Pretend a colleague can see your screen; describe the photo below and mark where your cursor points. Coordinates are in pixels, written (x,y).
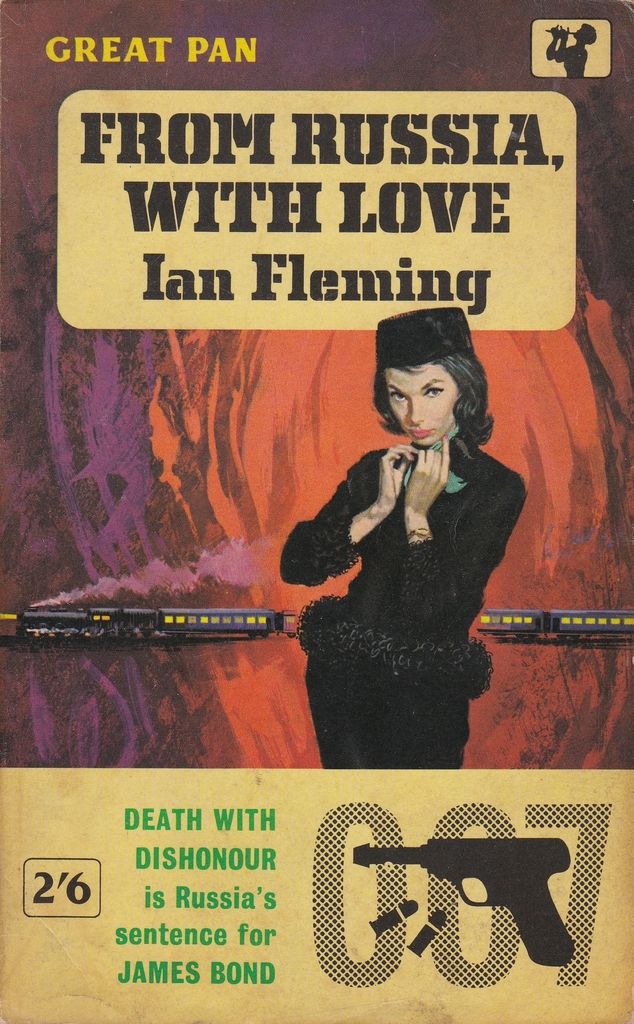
This image consists of a poster (380,624) in which there is a woman (486,679) wearing a black dress (491,671). And we can see a train (43,627) in the image. And there is a text (161,941).
